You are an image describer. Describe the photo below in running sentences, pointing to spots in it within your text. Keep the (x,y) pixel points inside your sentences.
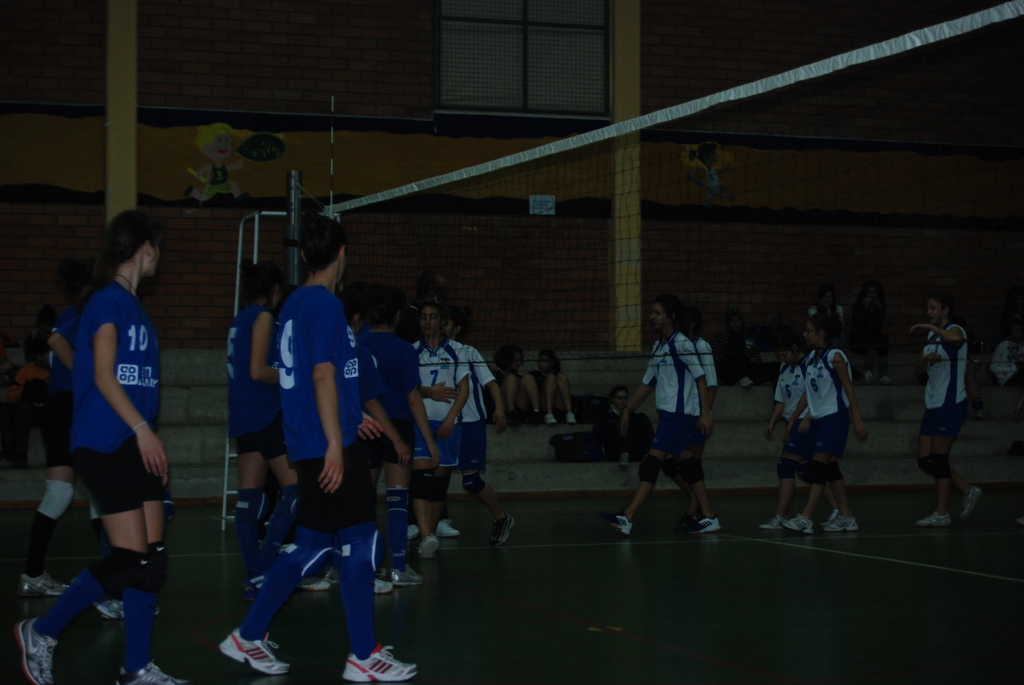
In this picture we can see a net (703,297), stand (289,257), window (492,37), bags (587,403), pillars (126,101), stickers (215,165) on the wall (336,148) and a group of people (250,376) where some are sitting on steps (750,450) and some are walking on the ground (450,626).
